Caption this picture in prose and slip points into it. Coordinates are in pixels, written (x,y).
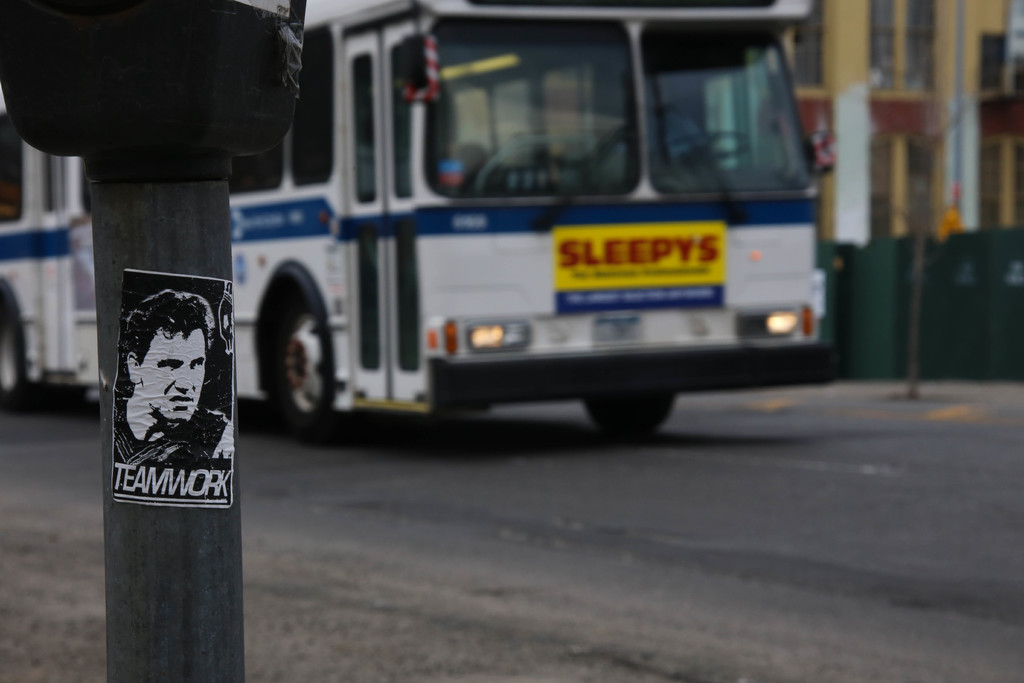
In this image we can see pole (145,591). In the background (331,301) there is a bus (345,298), road (825,532) and building (896,171).
